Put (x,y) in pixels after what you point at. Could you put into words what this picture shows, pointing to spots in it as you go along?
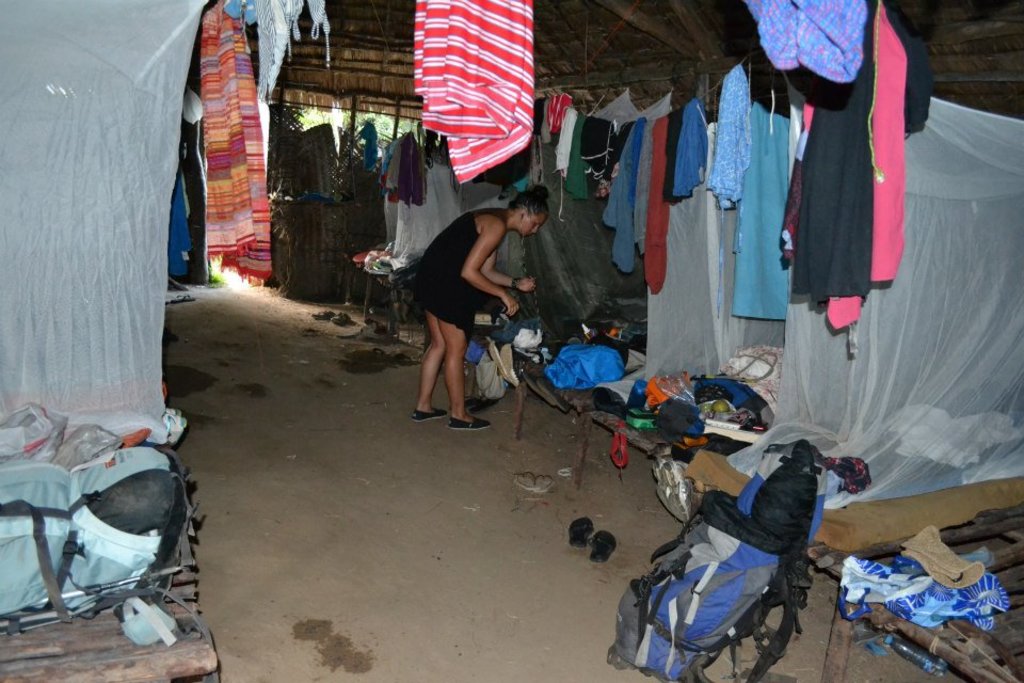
A woman (479,239) is standing in a house (461,321). There are some cots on either side. There are mosquito nets (970,407) on the cots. There are clothes (407,162) hanged from the ropes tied to the roof (739,50). There are clothes (597,360) scattered on the cots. There are bags (752,519) and other articles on the ground (275,598).
